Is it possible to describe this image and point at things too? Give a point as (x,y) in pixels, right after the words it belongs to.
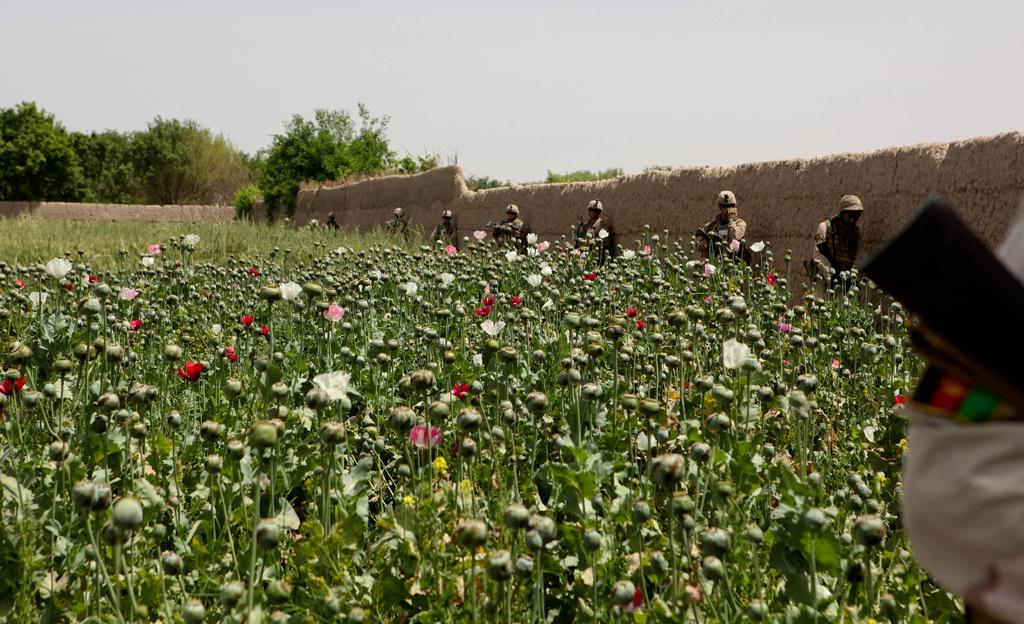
In this picture there are group of people (839,269) standing at the wall (544,231) and holding the guns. On the right side of the image (1002,541) there is a person (1003,525) standing and holding the gun (1011,344). At the back (436,155) there are trees (40,138) and there is a wall (1000,192). In the foreground (790,549) there are flowers (493,339) and buds (798,406) on the plants (534,488). At the top (485,47) there is sky (520,41).
